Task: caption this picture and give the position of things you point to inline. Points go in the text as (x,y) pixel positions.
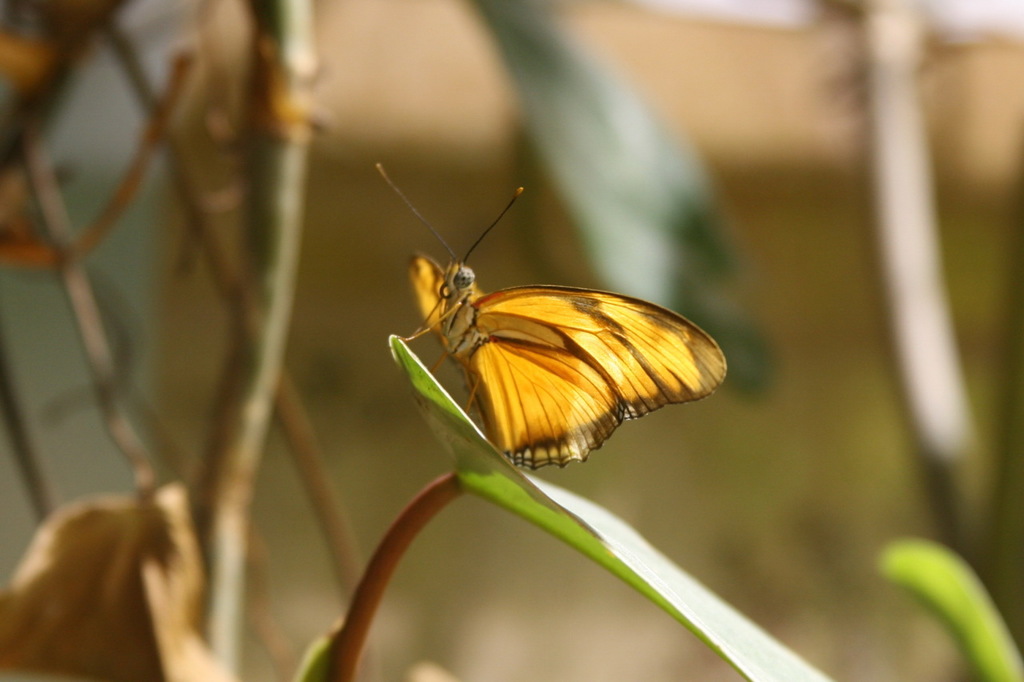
In the center of the image (536,336) there is a butterfly (533,330) on the leaf (489,491). In the background of the image (184,632) there is a stem (217,607) and leaf (597,198).
